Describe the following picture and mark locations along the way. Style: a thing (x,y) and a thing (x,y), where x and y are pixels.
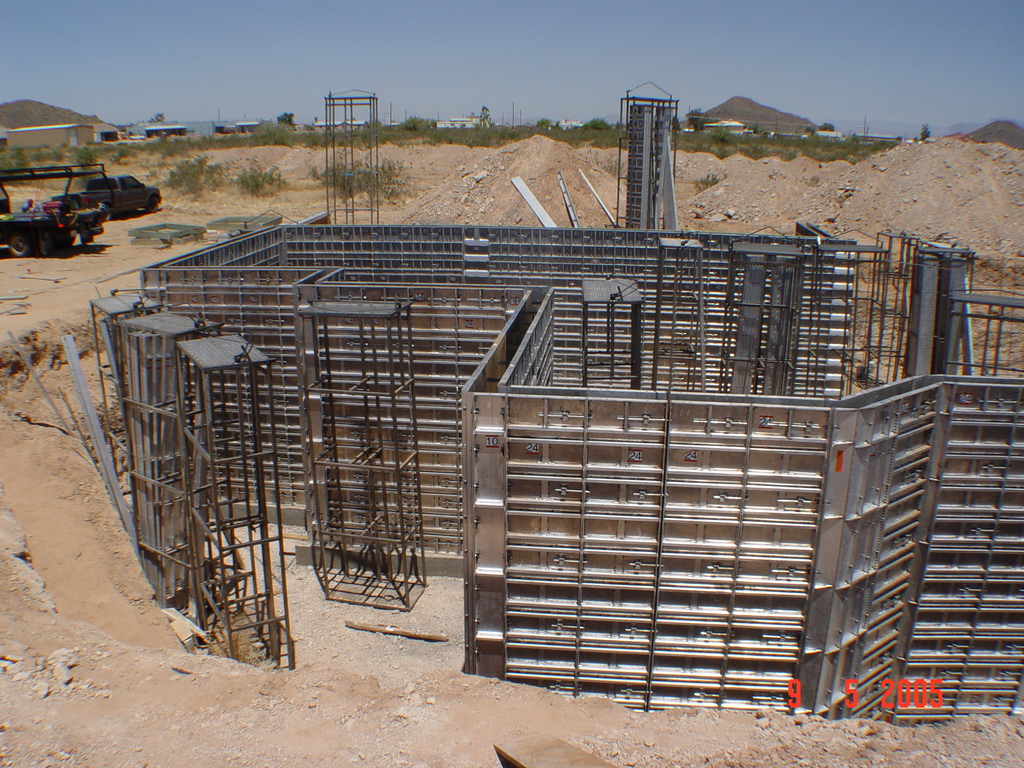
In this picture we can see constructing building (456,464), around we can see vehicles (61,202), trees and houses (87,128).
